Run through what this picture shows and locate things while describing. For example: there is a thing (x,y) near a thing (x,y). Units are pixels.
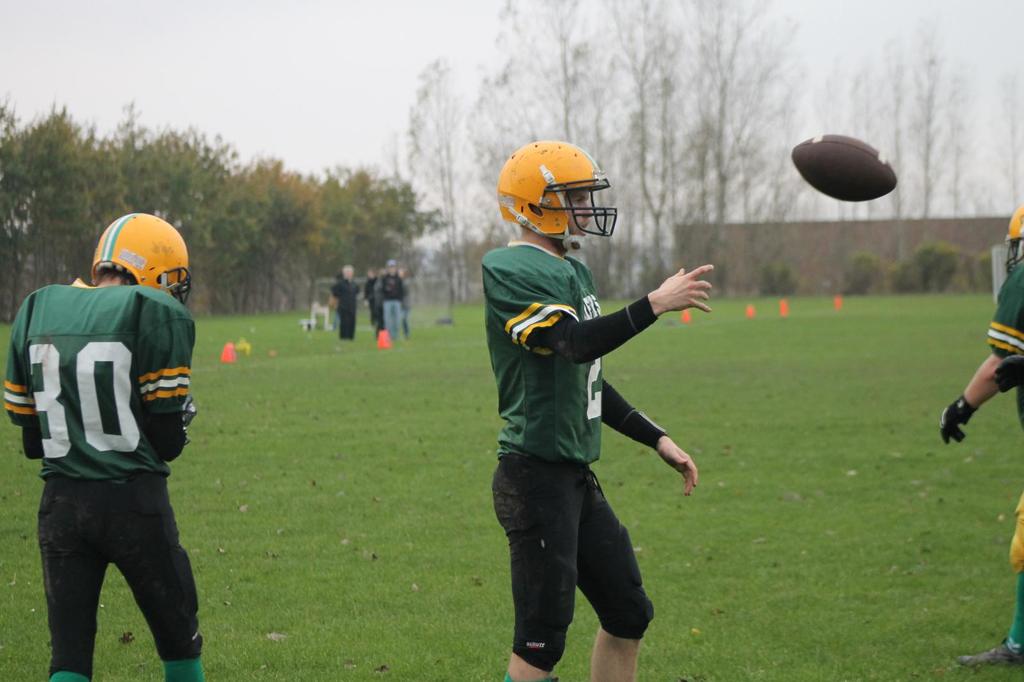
In the image there are two players (512,346) in the foreground (551,290) and on the right side (819,155) there is a ball (839,156) flying in the air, the players (42,319) are standing on the grass surface (272,317) and in the background (258,189) there are few people (349,292) and trees (424,266).
